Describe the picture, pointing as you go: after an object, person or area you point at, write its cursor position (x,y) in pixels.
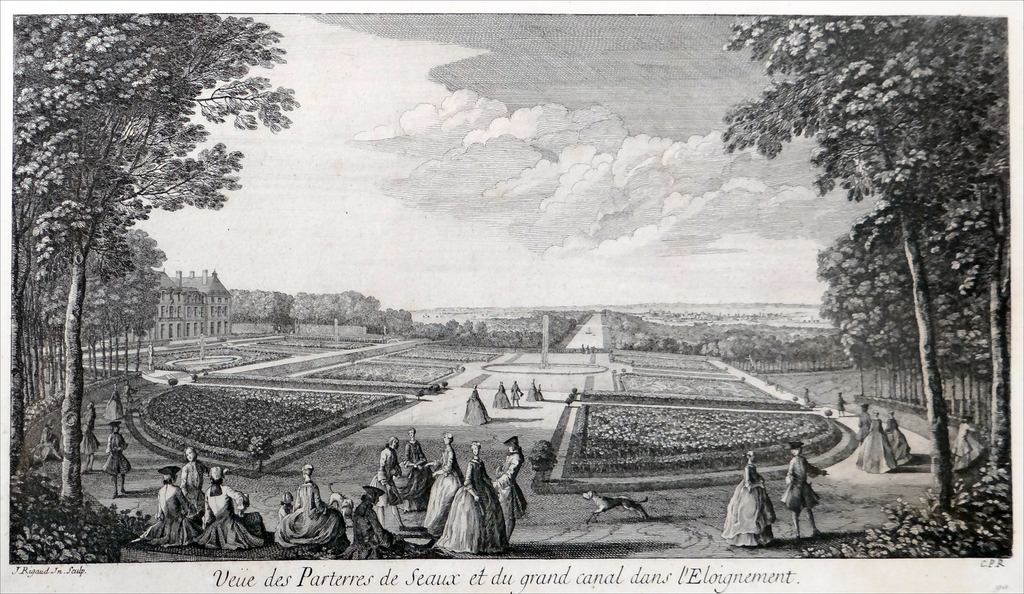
In this image it looks like it is an art in which there are trees (105,192) on either side of the image. At the top (369,137) there is the sky (353,129). At the bottom (179,493) there are few people (453,495) on the ground (688,511). On the left side (203,310) there are buildings (210,309). In the middle (600,381) there is a garden (314,382).
